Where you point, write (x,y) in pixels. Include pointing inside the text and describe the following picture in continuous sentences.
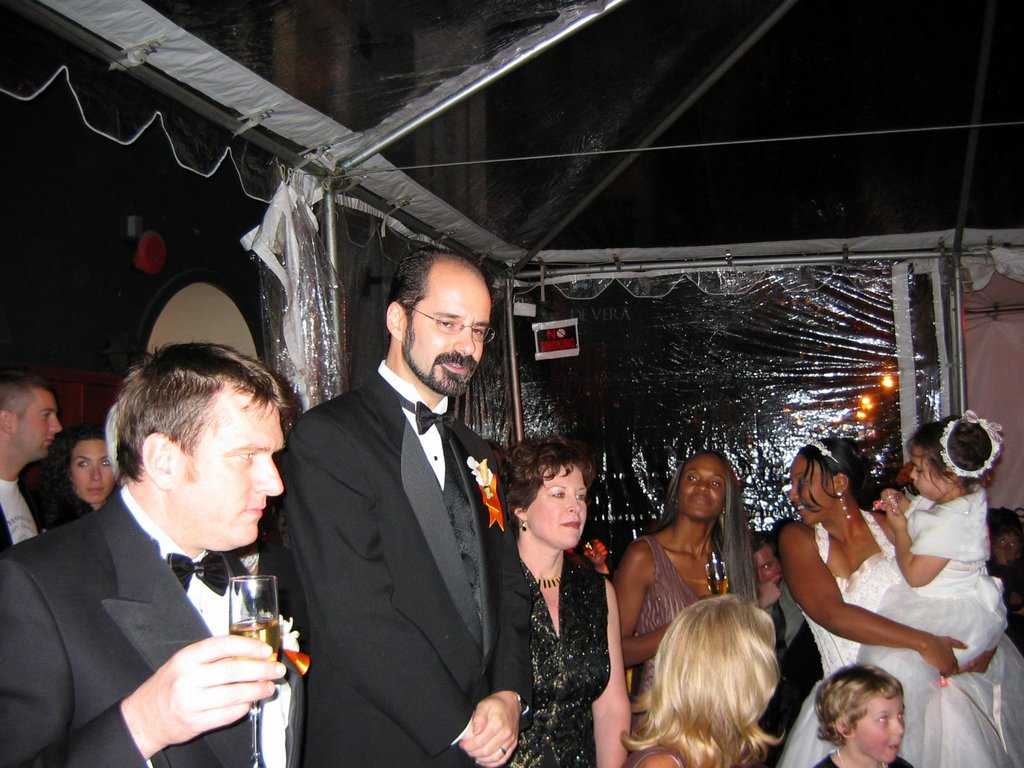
In this image I can see few people (847,539) around and they are wearing different color dress (375,563). In front (169,635) the person (173,577) is wearing black coat (126,580) and black bow (187,579). Back I can see a black color tent (618,218) and plastic cover (296,317).
